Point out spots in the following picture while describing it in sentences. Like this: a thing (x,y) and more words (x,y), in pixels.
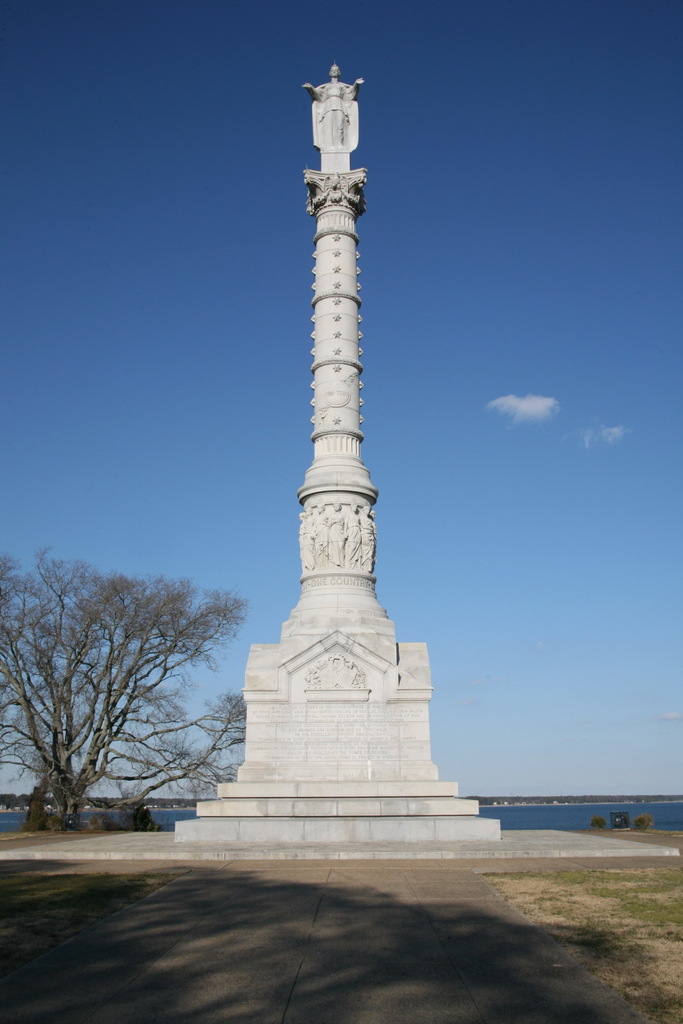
In the image we can see a victory monument (326,350), this is a grass (648,898), footpath (486,898), tree (118,768), water (552,806) and a sky (509,403).
